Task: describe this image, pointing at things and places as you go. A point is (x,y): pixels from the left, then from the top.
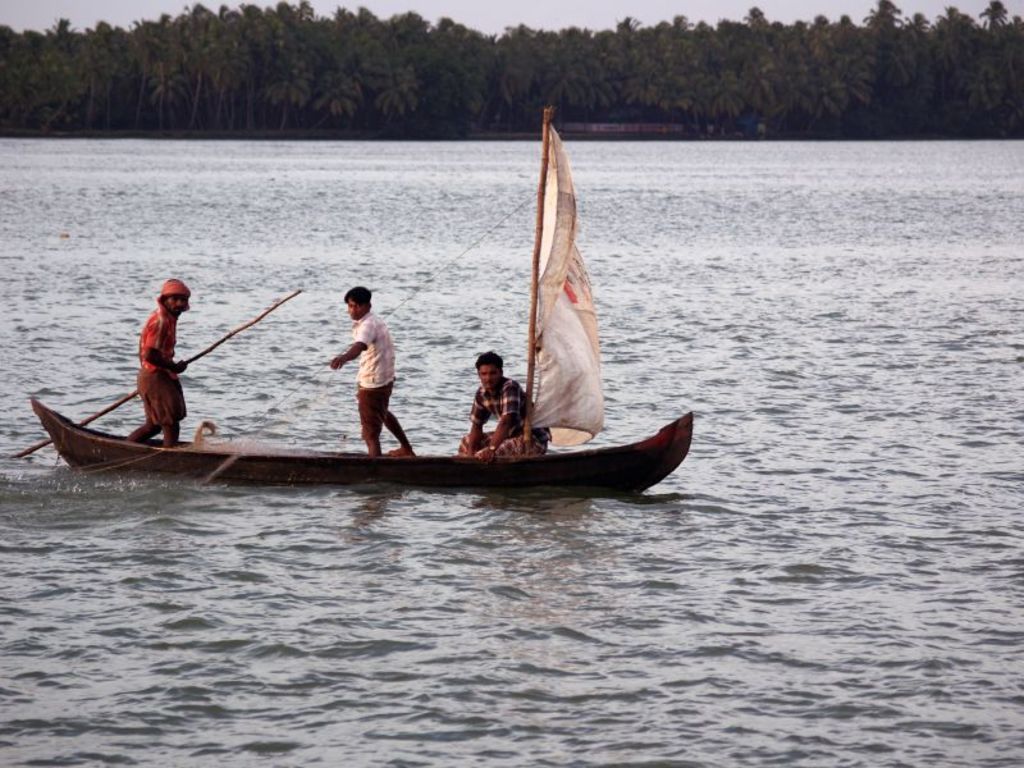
In this picture, we see three men (153,381) are riding the boat (483,475). In the boat (529,407), we see a flag (580,344) or a cloth (586,349) in white color. At the bottom of the picture (554,629), we see water (792,621) and this water (779,436) might be in the river (417,198). There are trees (218,104) in the background (574,82). At the top (599,16), we see the sky (514,15).
